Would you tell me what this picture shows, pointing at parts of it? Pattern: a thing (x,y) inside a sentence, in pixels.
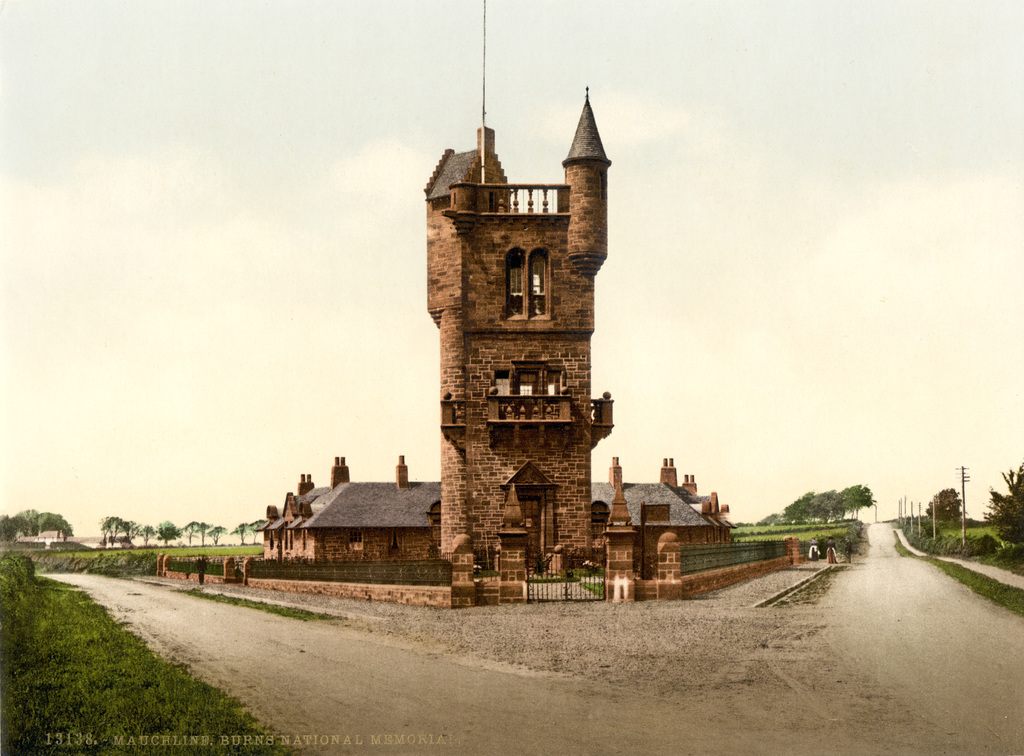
As we can see in the image there are buildings (464,529), gate (576,577), current poles (965,529), plants (1010,546) and trees (858,511). On the top (510,128) there is sky (143,154).
